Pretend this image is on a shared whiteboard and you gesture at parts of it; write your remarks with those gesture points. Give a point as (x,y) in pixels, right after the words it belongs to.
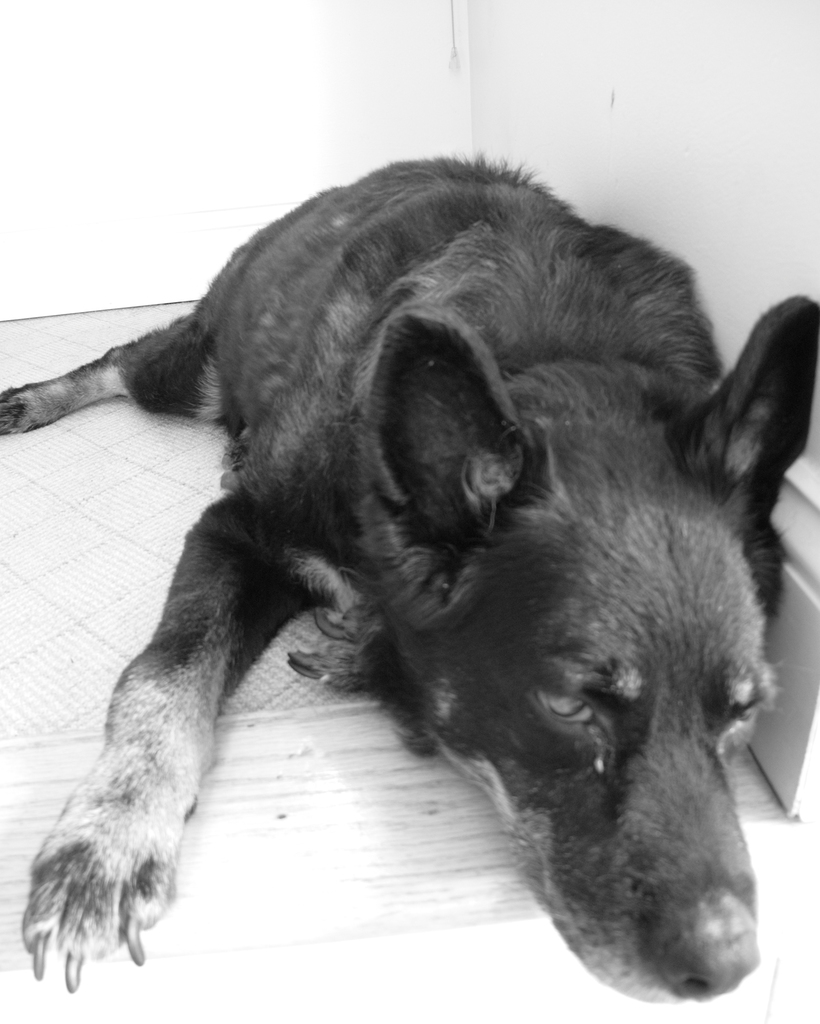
In this image we can see black color dog (180,638) which is resting on the ground (14,483) and in the background of the image (79,0) there is a wall (369,6).
